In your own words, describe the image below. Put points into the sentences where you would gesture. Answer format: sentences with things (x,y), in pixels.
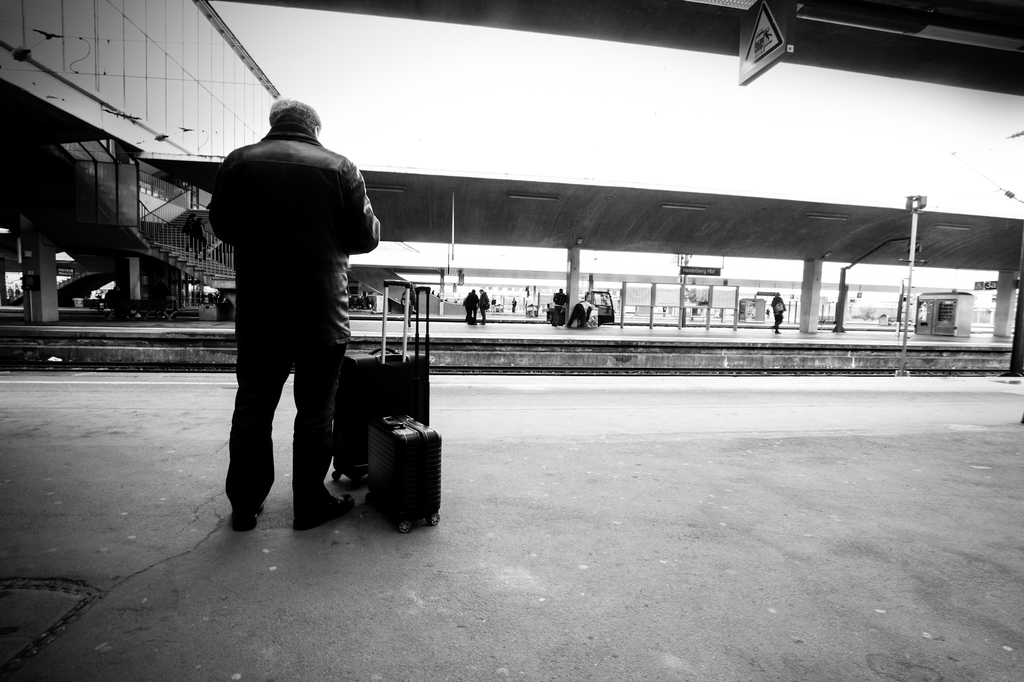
This is a picture of a railway station (456,369) and a man (269,367) standing on the platform (166,592) and beside him there are the two bags (387,435) kept on the platform (388,577), there is a hoarding board (772,49) on the right side (757,42) and there is a signal pole (910,241) on the right side (913,268) and there are the persons (560,317) stand on the middle of the platform (493,339) and left side (195,256) i can see a staircase (181,250).
